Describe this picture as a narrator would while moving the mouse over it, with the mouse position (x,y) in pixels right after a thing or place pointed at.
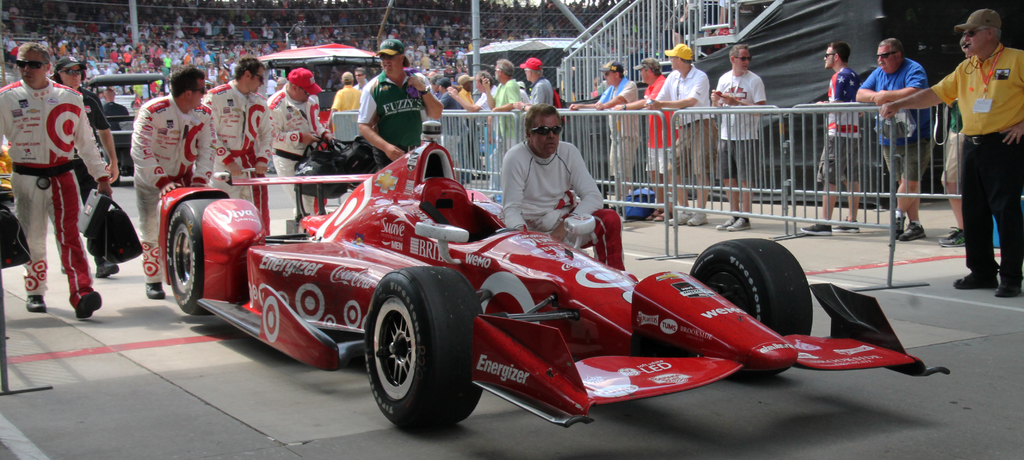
In the picture I can see a group of people (528,207) are standing on the ground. I can also see vehicles (345,252), fence (694,210), poles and some other objects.
